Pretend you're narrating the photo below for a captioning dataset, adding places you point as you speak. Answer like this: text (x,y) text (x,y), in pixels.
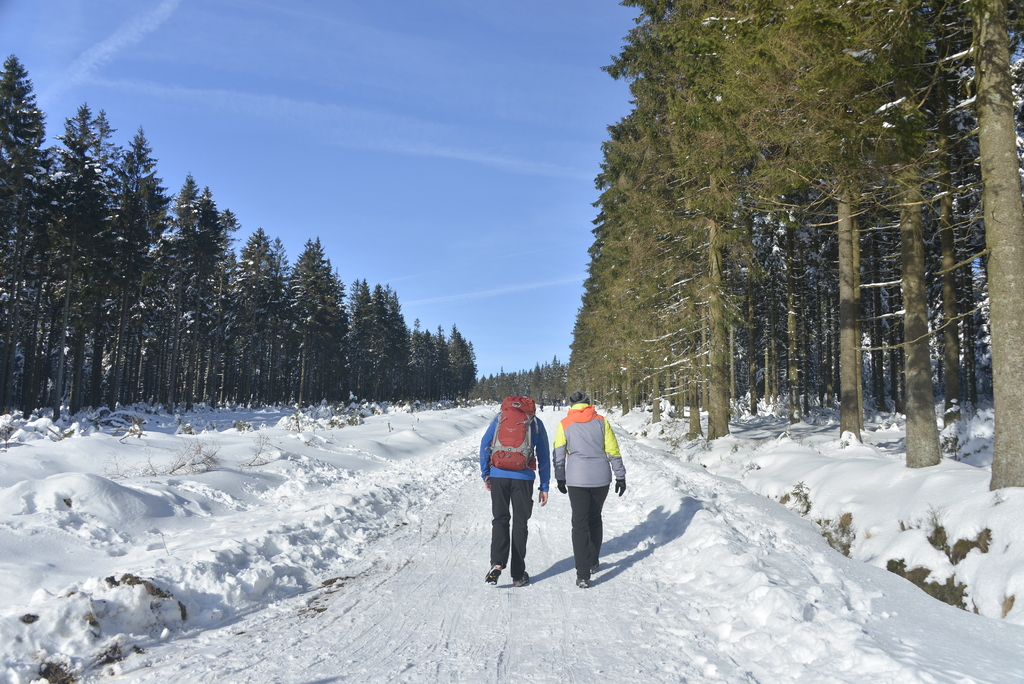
In the center of the image (533,444) there are two people (508,555) walking on the snow (554,500). In the background of the image (8,319) there are trees (653,335) and sky (364,118).
